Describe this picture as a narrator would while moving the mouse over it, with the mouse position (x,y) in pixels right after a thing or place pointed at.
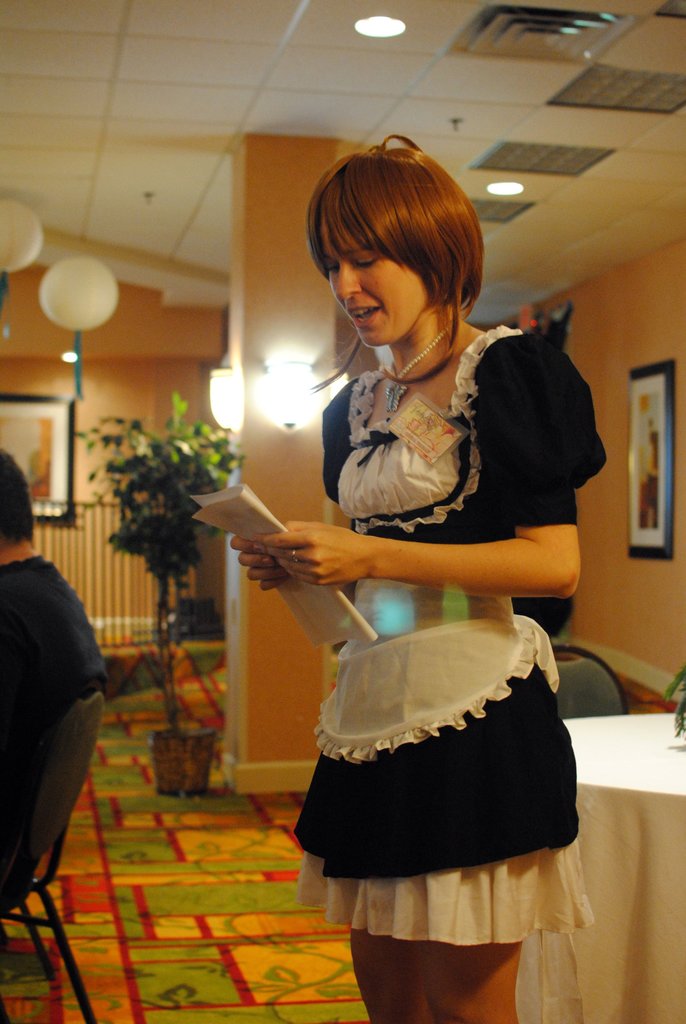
As we can see in the image in the front (373,468) there is a woman (382,450) holding papers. On the left side (22,587) there is a man (22,659) sitting on chair (38,761). On the right side (584,683) there are chairs (591,674), photo frames (661,455) and there are lights (223,379), fence (135,569) and a wall (620,448).
